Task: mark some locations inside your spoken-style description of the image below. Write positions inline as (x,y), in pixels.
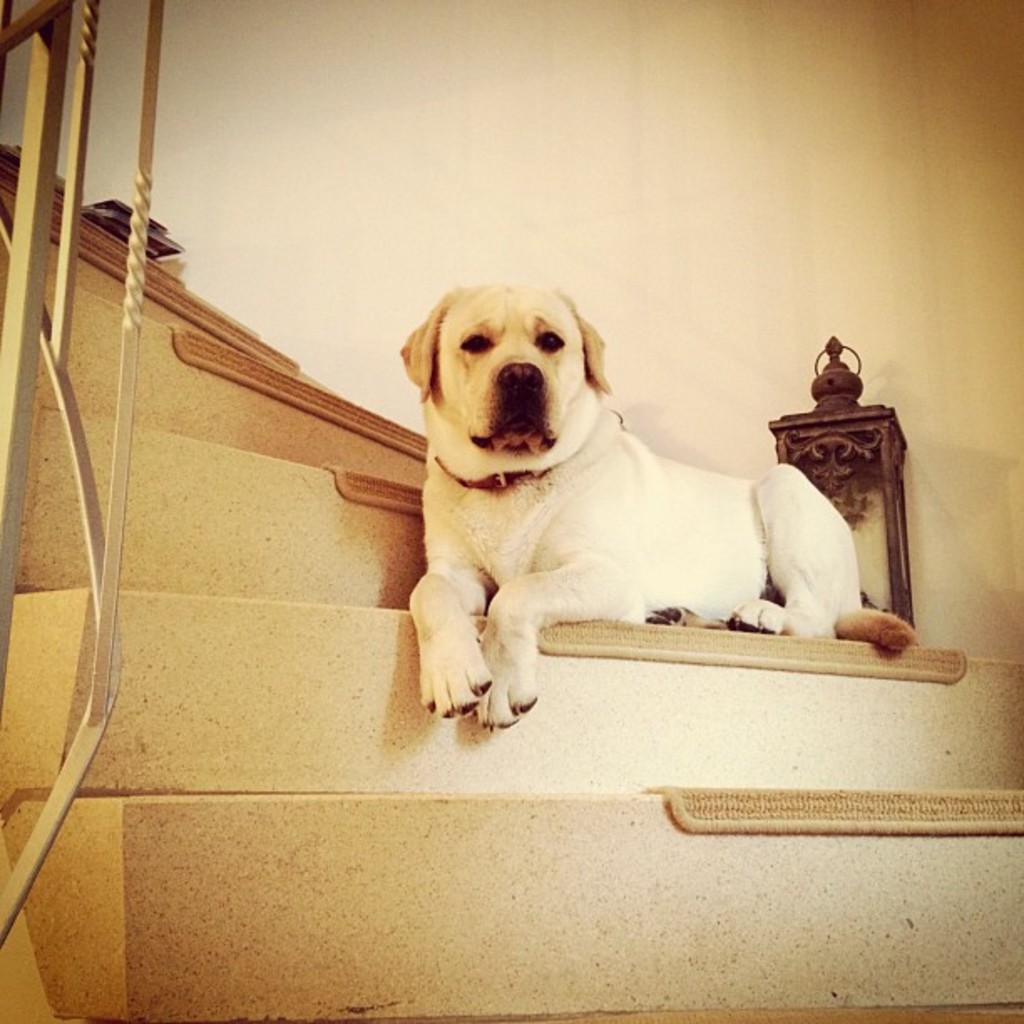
In the center of the image (463,351) we can see dog (695,559) on the stairs (401,584). In the background (415,176) there is wall (491,176).
